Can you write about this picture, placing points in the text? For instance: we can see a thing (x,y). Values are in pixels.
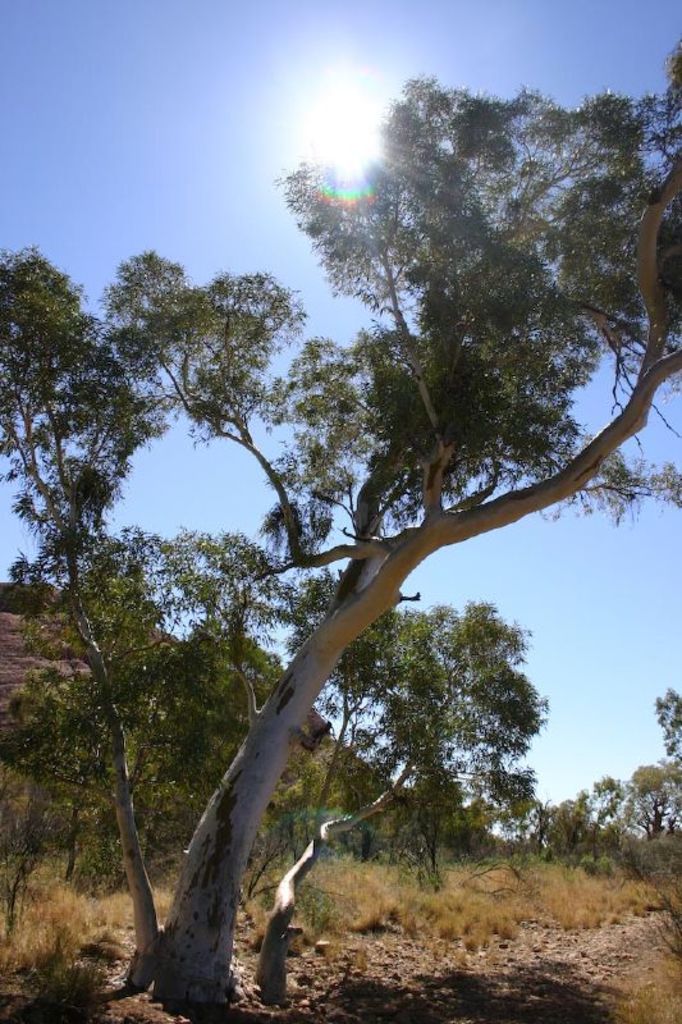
In this image we can see the mountain (5,636), some rocks (635,938) on the ground (403,947), some dried leaves (397,950) on the ground (316,986), some trees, bushes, plants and grass (626,896) on the ground (456,945). At the top (193,166) there is the sun (331,161) in the sky (534,648).
